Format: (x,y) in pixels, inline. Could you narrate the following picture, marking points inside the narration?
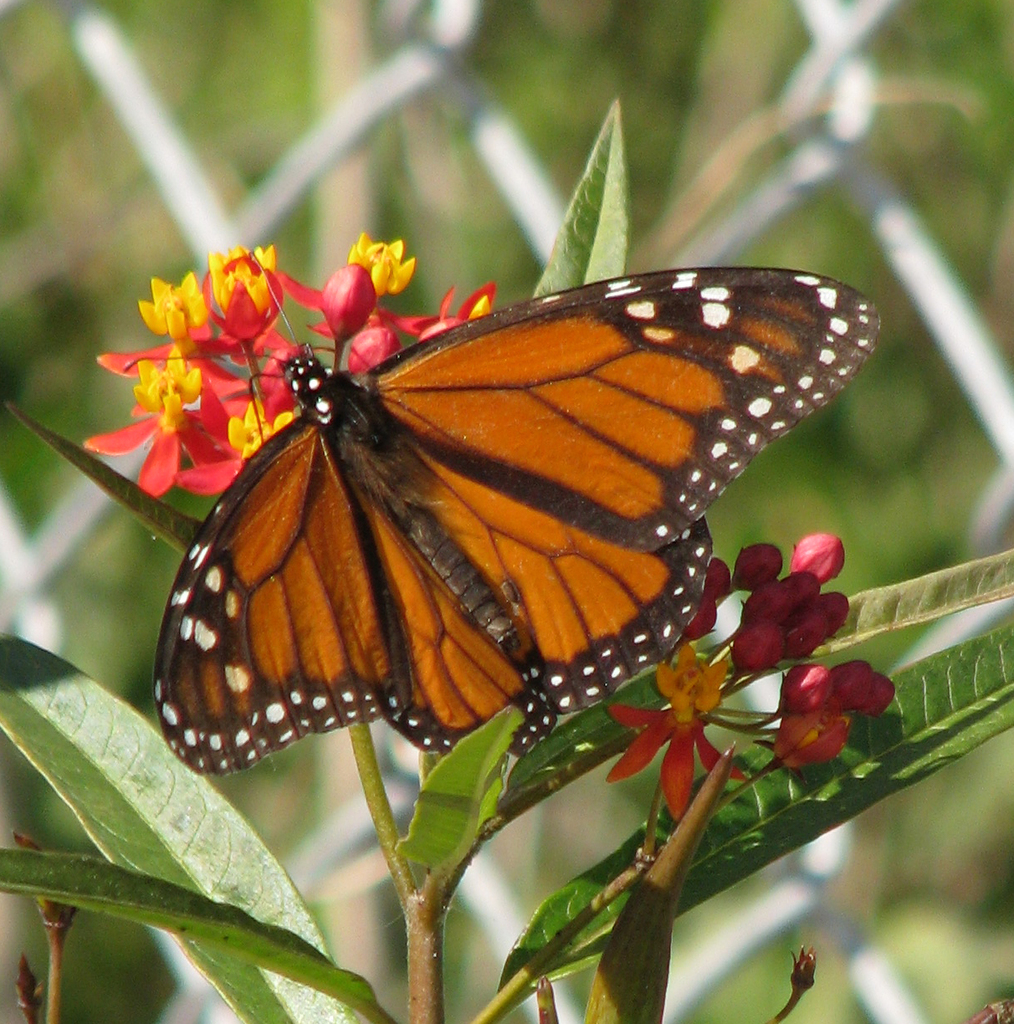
There is a butterfly (568,391) which is in orange and brown color combination standing on the flower (391,248) of a plant (237,438) which is having green color leaves (430,805). In the background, there is a fencing (340,158). And the background (848,474) is blurred.
